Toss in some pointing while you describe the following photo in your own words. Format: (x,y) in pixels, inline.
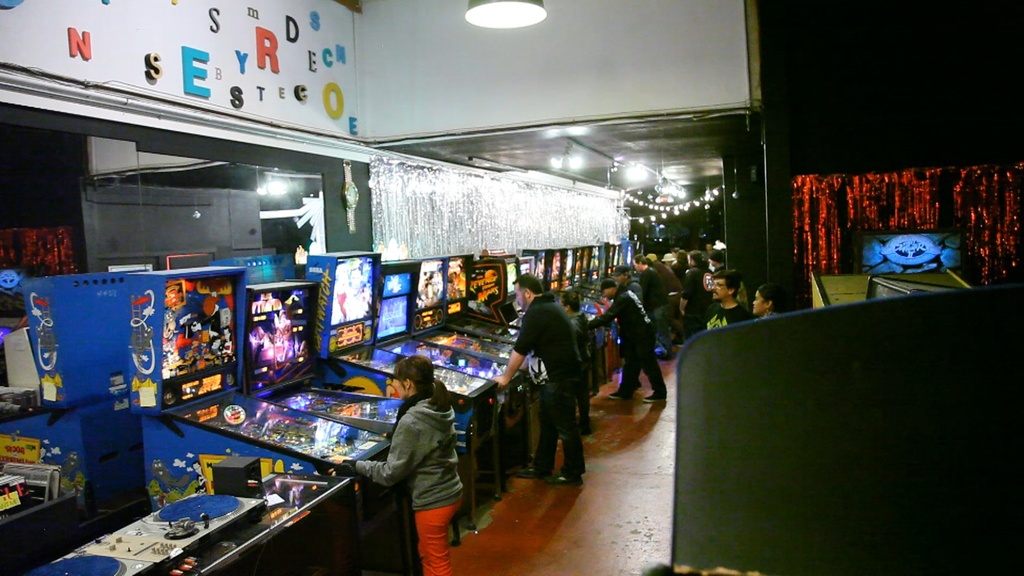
In this image we can see people (639,345) are standing on the floor (531,551). Here we can see gaming machines (462,271), lights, ceiling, and other objects (797,357).
